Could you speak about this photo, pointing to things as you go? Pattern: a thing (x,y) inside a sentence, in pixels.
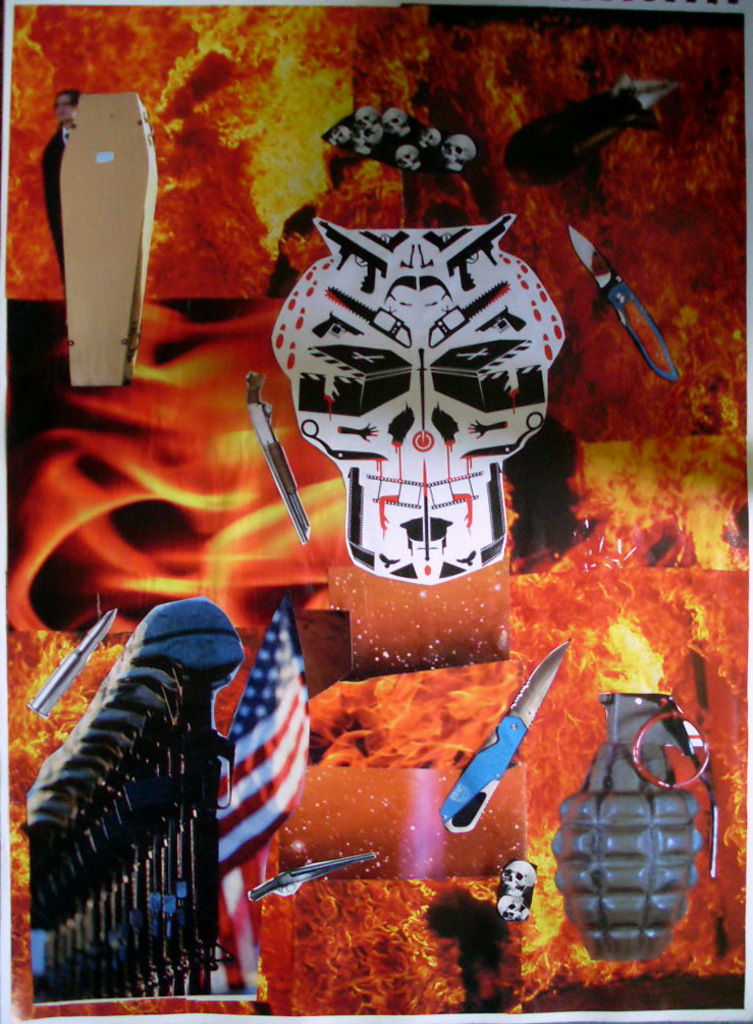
In this picture we can see a poster (362,648), in this poster (239,562) we can see knives (592,244), flag (307,699), person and images (314,309).
